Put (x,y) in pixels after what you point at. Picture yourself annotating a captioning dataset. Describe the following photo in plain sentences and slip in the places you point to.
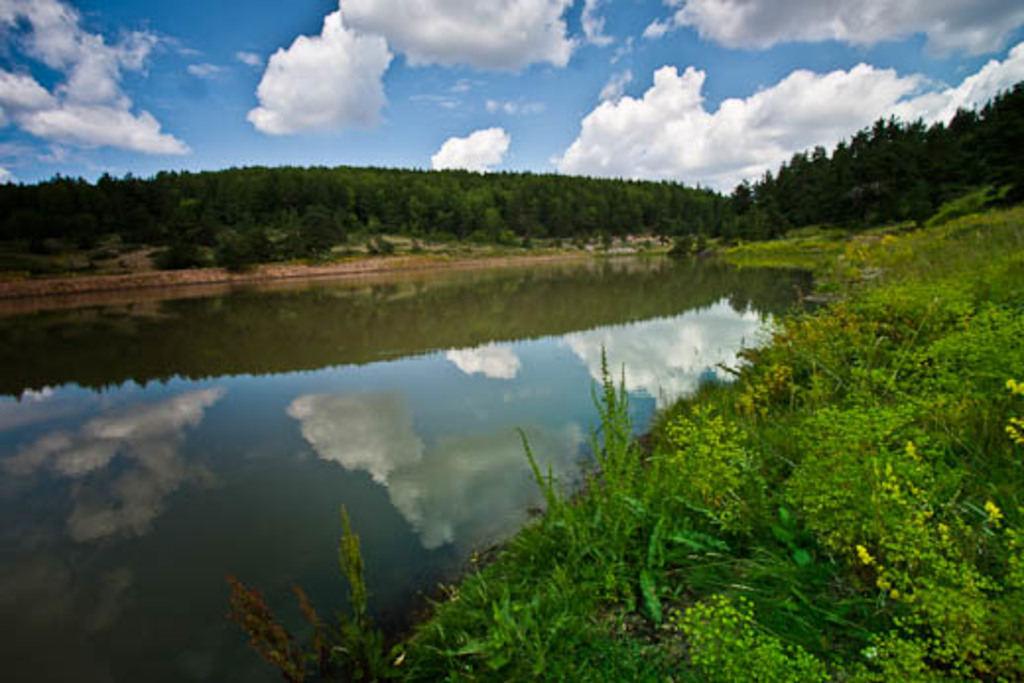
In the image in the center (449,291) we can see water (408,411), plants (605,403) and grass (835,267). In the background (325,78) we can see sky (217,28), clouds (86,85), trees (1007,164) etc.
